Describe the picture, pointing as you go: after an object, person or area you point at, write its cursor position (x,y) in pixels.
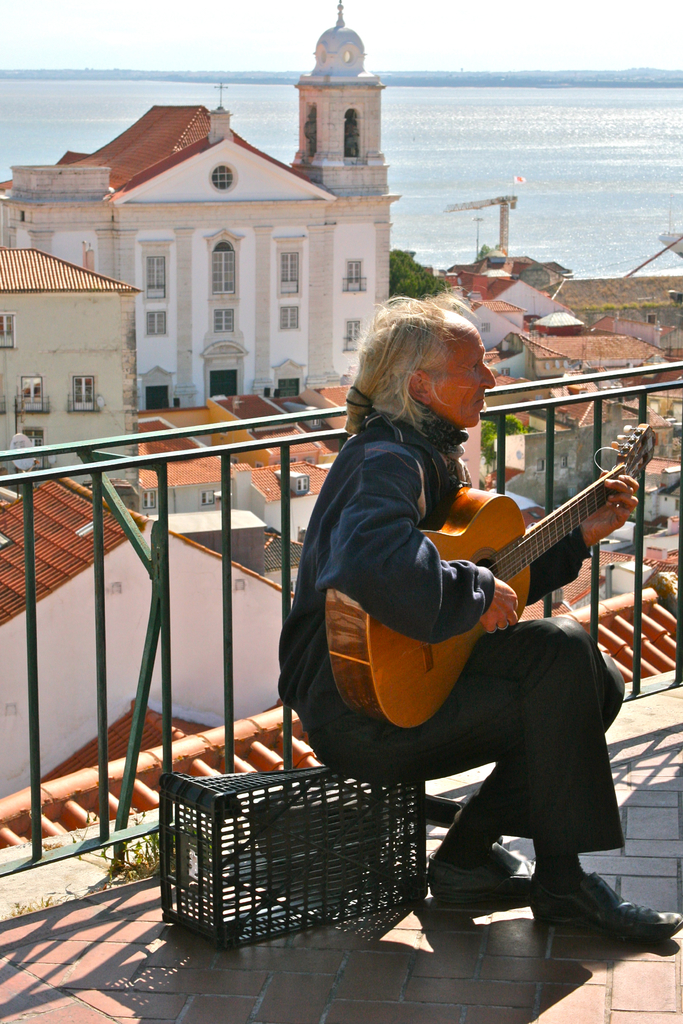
this picture shows a man (513,818) seated and playing a guitar (474,524) and we see few houses (158,416) around and we see a ocean (438,106).
